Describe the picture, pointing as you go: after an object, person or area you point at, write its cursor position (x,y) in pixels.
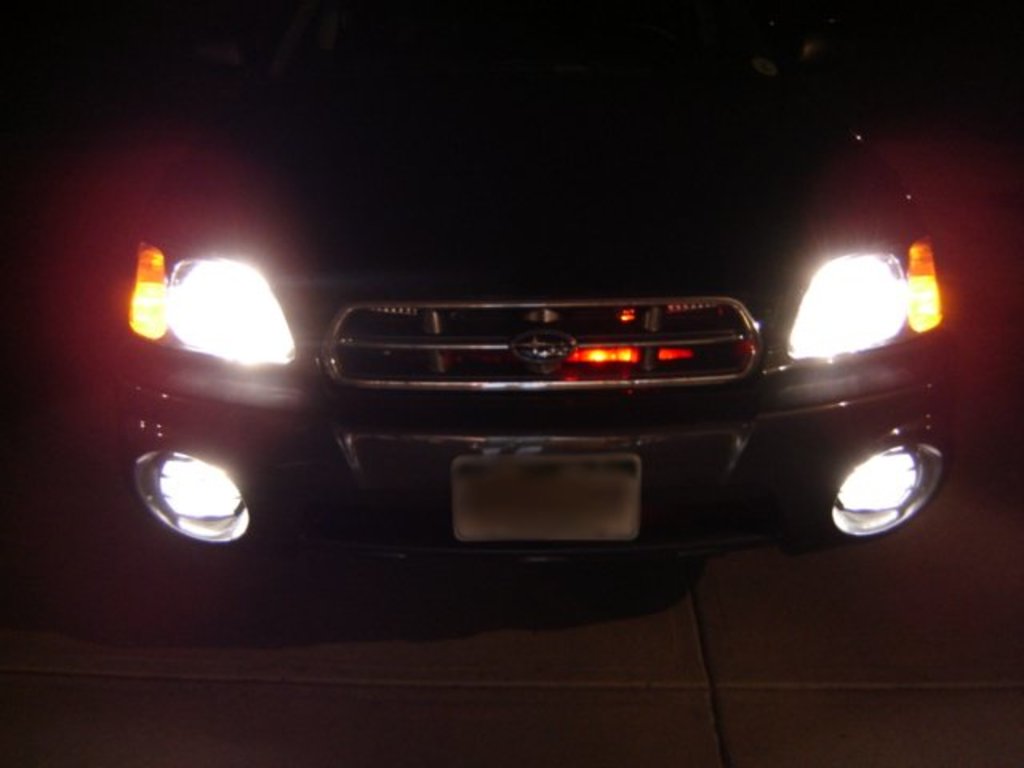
In this picture there is a car (616,88) in the center of the image (506,503).
